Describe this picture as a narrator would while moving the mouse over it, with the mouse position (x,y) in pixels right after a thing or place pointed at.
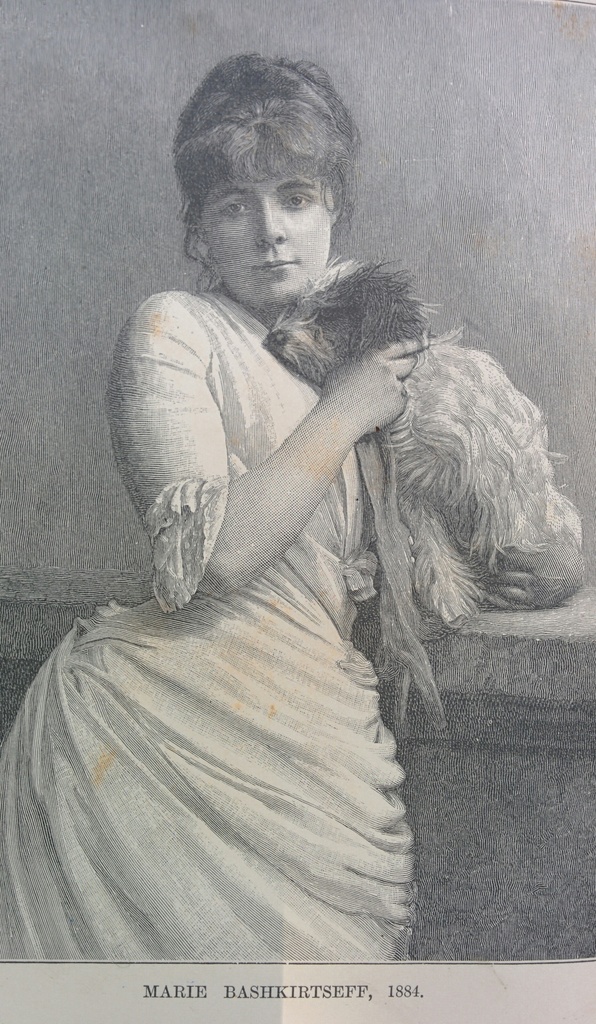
It is a black and white image, in this a woman (274,608) is holding the dog (429,547). She wore white color dress (300,600).
